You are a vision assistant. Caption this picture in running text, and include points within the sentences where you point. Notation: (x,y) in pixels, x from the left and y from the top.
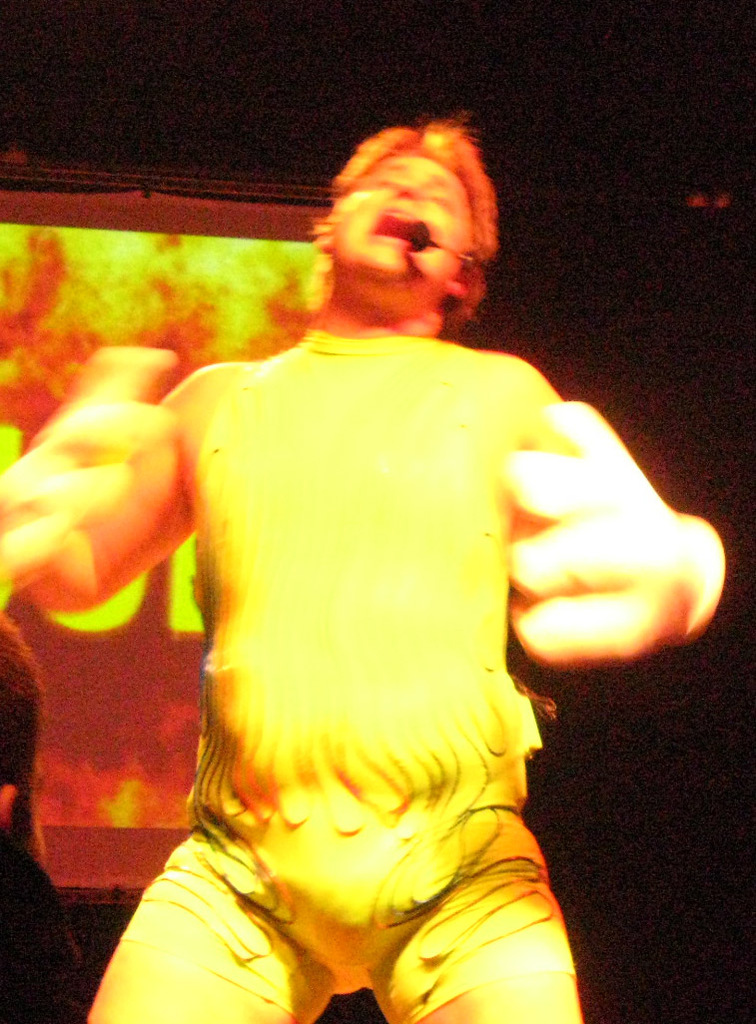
In this image I can see man (364,966) is standing in the front (416,256). I can also see a mic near his mouth (395,235) and I can see he is wearing yellow colour dress (377,415). In the background (60,365) I can see a screen (45,243) and I can see this image is little bit in dark.
